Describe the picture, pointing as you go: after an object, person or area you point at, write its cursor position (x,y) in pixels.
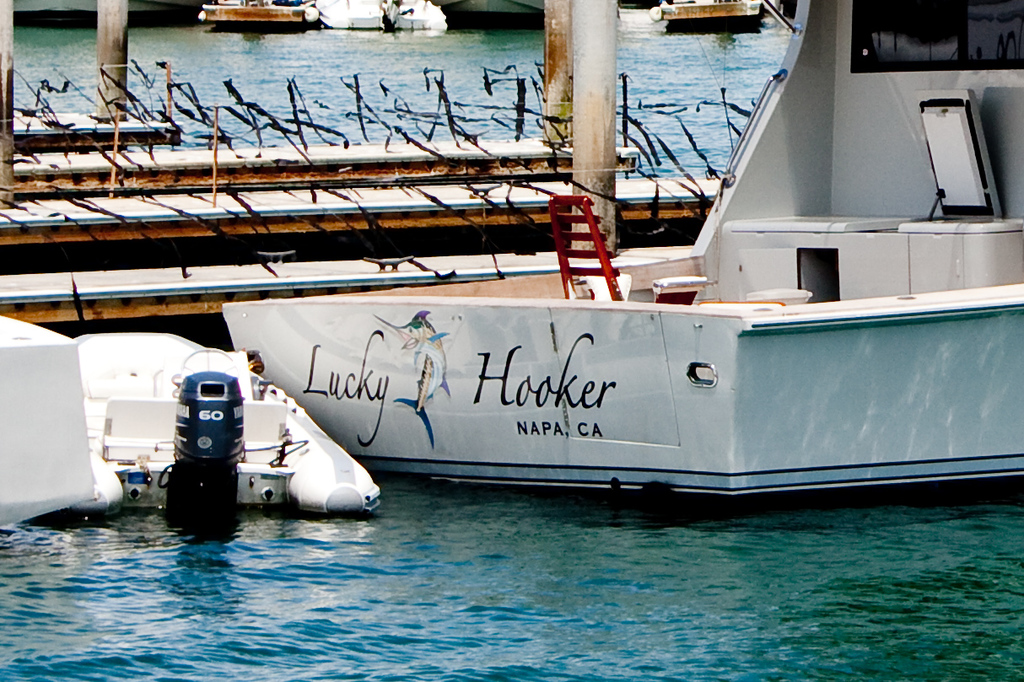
Above the water (511,532) there are boats (588,367). Here we can see poles (577,44). Something written on this boat (452,384).
